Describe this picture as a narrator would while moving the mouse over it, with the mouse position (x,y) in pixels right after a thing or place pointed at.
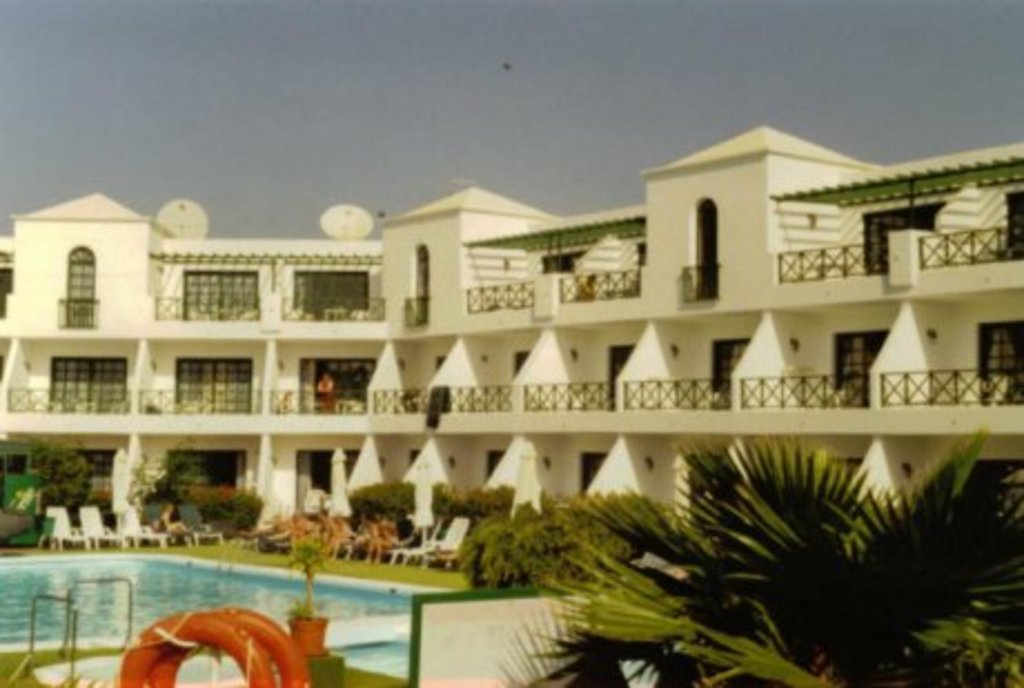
In this picture we can see plants (593,681), grass (94,652), rods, water (158,613), chairs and tubes (223,609). We can see building (155,307), satellite dishes (198,211) and railings (604,284). In the background of the image (408,122) we can see sky (285,120).
